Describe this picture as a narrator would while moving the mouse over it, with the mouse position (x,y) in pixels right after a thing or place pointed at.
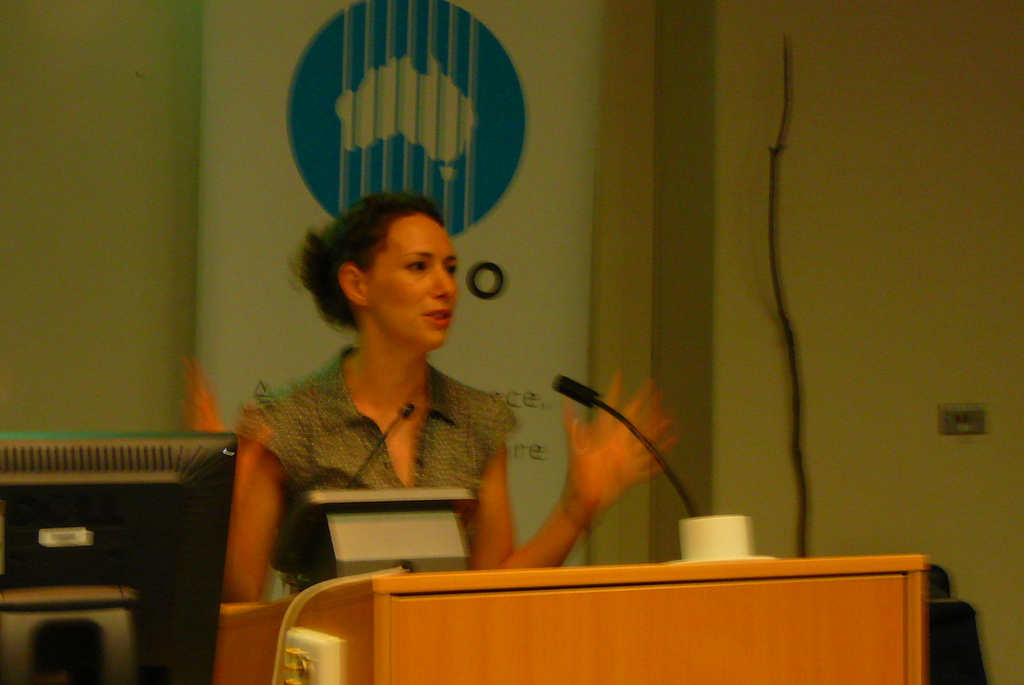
In this picture we can see a woman (356,370) standing at the speech desk (464,621) and giving a speech. On the left side (149,532) there is a black computer screen (204,544). Behind we can see the banner (545,219) on the white wall (113,293).
